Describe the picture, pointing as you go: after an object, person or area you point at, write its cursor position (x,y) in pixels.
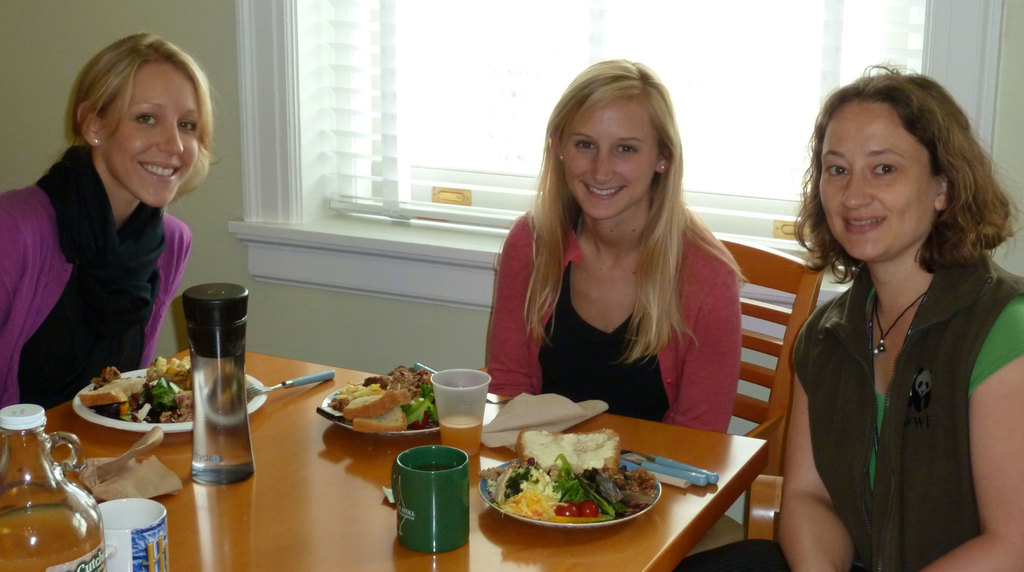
In this image i can see a three persons (134,330) sitting on the chair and there are smiling and back side of them there is a window (457,110), in front of them there is table (228,519), on the table (295,428) there are some plates (327,406), on the plate (339,413) there is some food (362,391) kept on the table (301,448).
